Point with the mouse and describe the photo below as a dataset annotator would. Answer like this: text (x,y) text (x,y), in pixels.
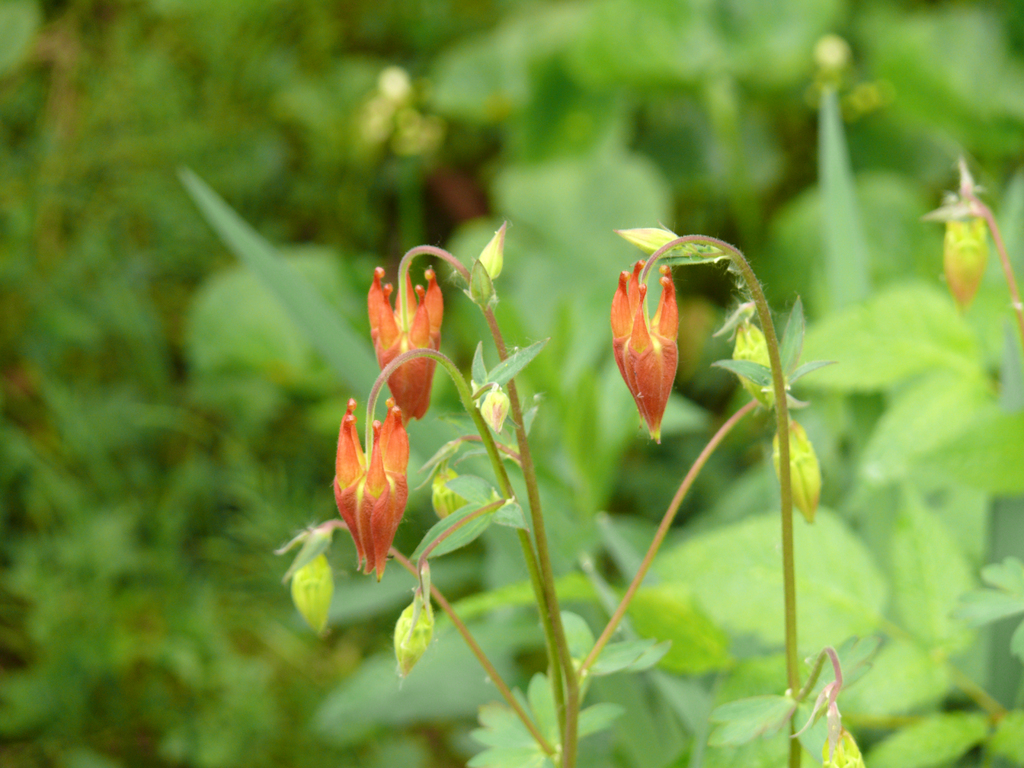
In this image there are plants (294,514). In the foreground (410,632) there are leaves (435,525), flowers (396,427) and buds (299,584) to the stems (557,644). The background (863,164) is blurry.
